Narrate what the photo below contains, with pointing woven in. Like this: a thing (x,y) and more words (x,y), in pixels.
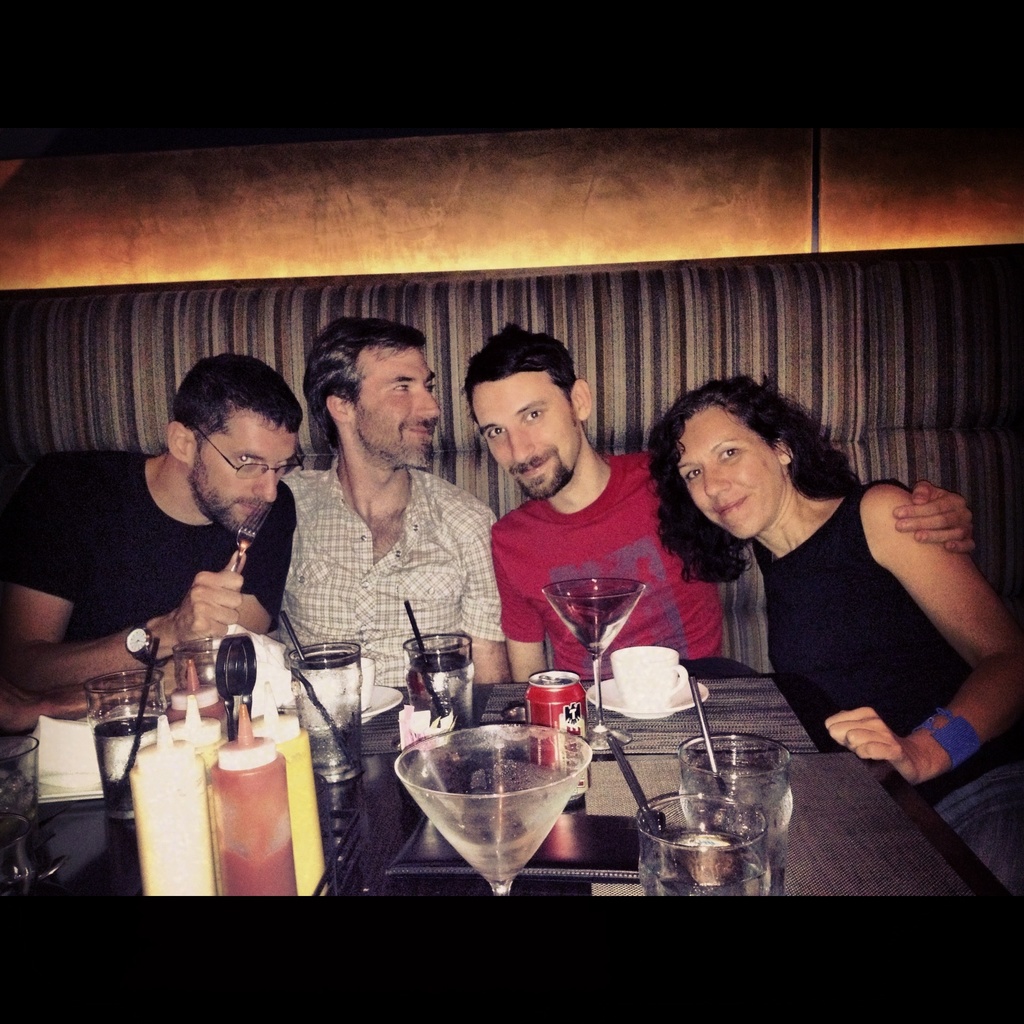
In this picture i see few people (525,651) seated on the sofa (77,369) and a man (221,502) on the left side of the picture (258,551) holding a fork (265,510) in his hand (234,585) and i see few glasses (462,757) and a tea cup (662,689) with saucer (685,692) on the right side (685,708) and few sauce bottles (299,851) in the front of them and few napkins (46,760) on the table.
